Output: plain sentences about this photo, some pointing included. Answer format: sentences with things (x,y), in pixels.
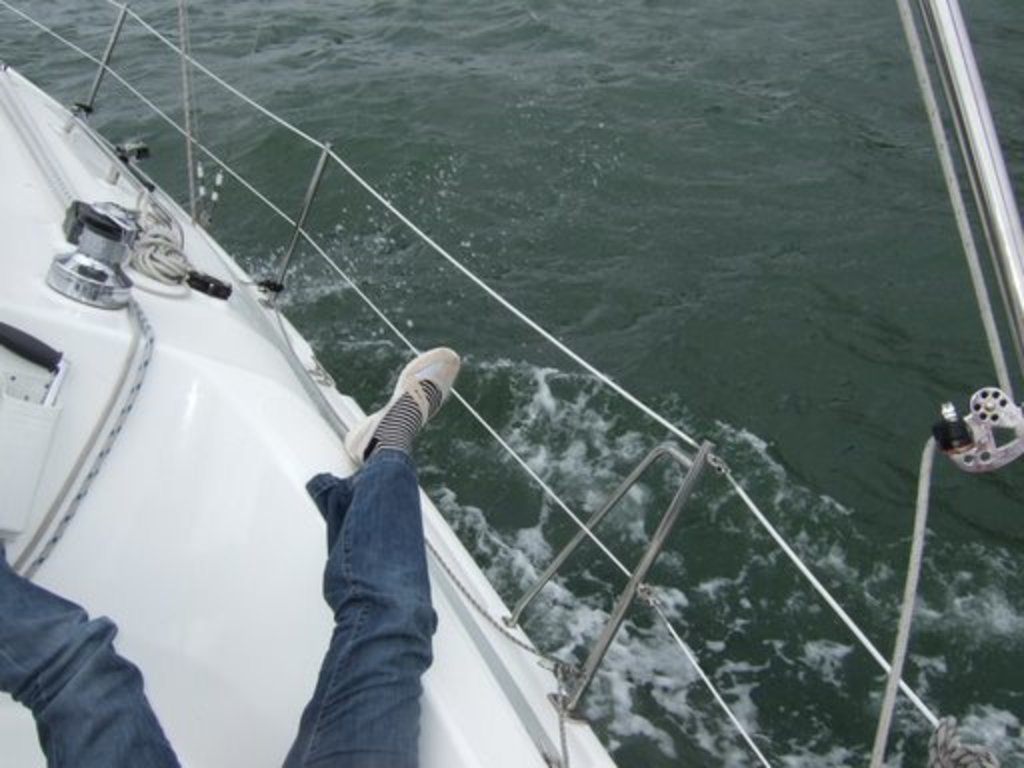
In this image we can see a boat (333,394) on the water (727,321), we can see the ropes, and rods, also we can see the legs (376,600) of a person (385,575).
